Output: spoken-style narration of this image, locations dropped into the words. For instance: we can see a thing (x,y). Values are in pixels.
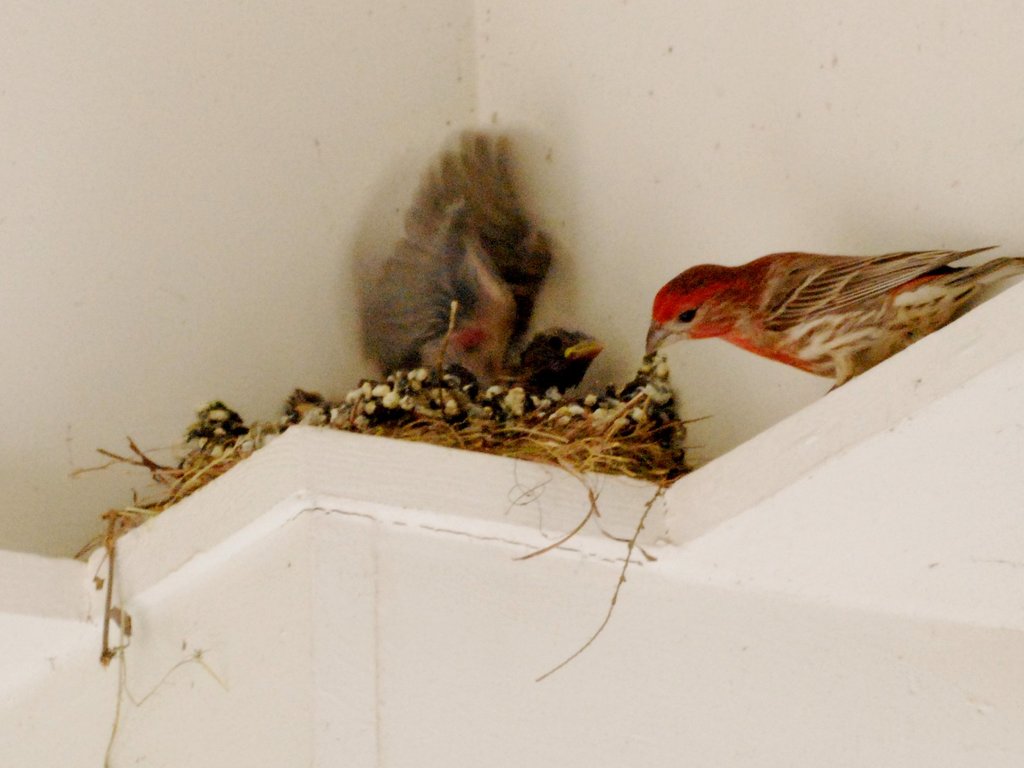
In this image I can see a bird (429,324) nesting on top of a wall (485,453).
